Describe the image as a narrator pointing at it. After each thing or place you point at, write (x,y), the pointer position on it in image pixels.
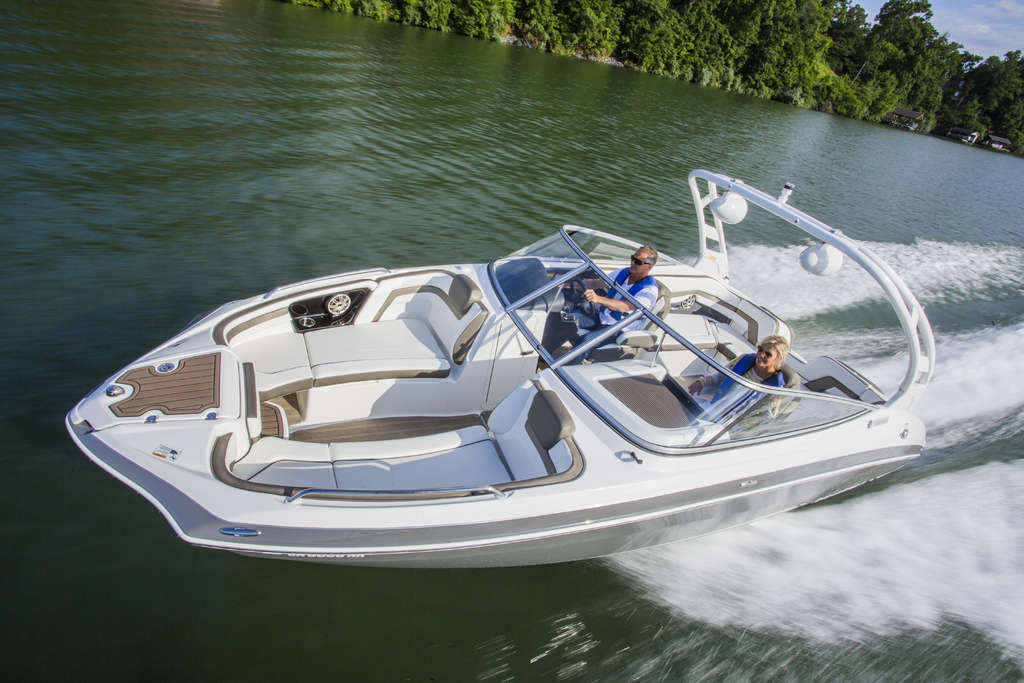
In this image there is a boat (905,429) sailing on water (930,300). Two persons (634,267) are sitting in the boat (622,361). A person (607,306) is holding the steering (585,297) of the boat (530,330). They are wearing jackets (620,279). Top of image (990,148) there are few houses (1001,142). Behind there are few trees (857,38) and sky (963,21).
